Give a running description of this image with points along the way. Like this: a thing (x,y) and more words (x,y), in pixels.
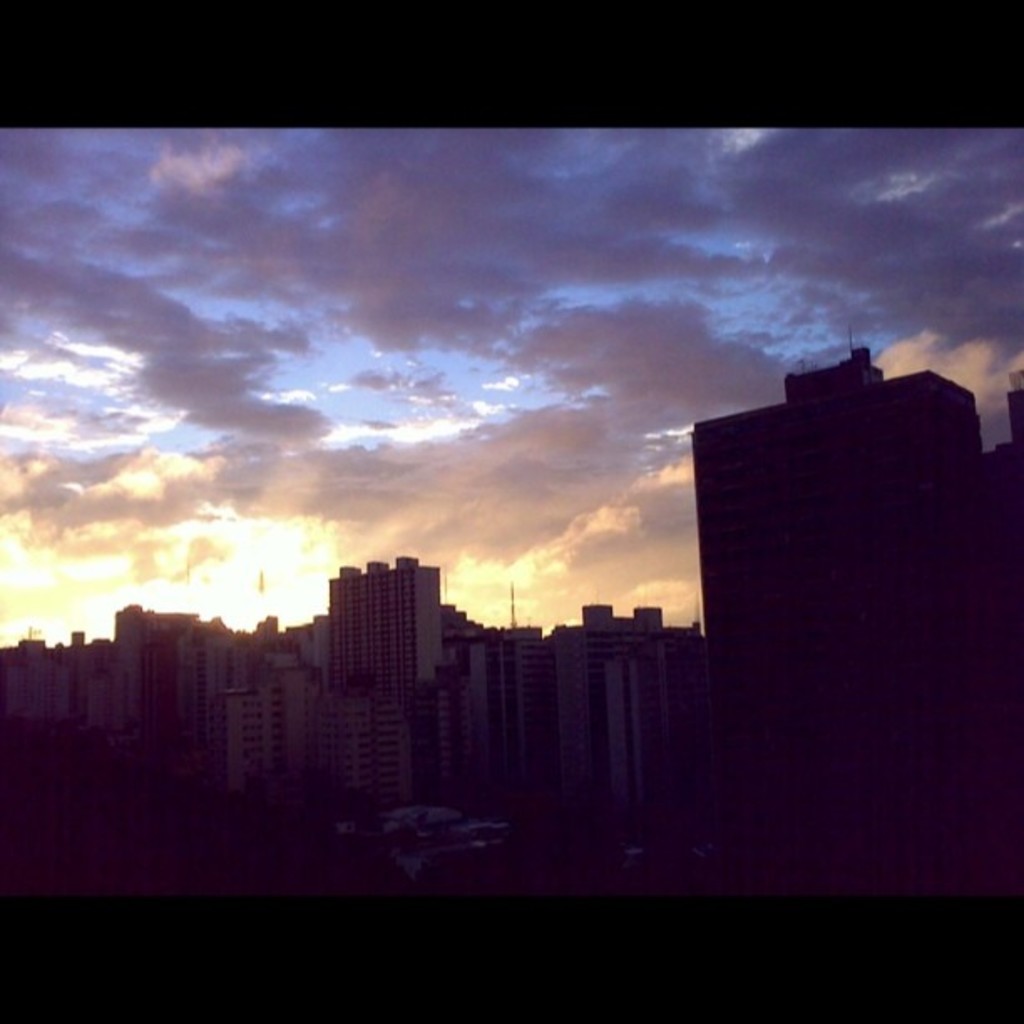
In this picture we can see buildings (1002,584) and in the background (171,323) we can see the sky (536,431) with clouds (491,440).
